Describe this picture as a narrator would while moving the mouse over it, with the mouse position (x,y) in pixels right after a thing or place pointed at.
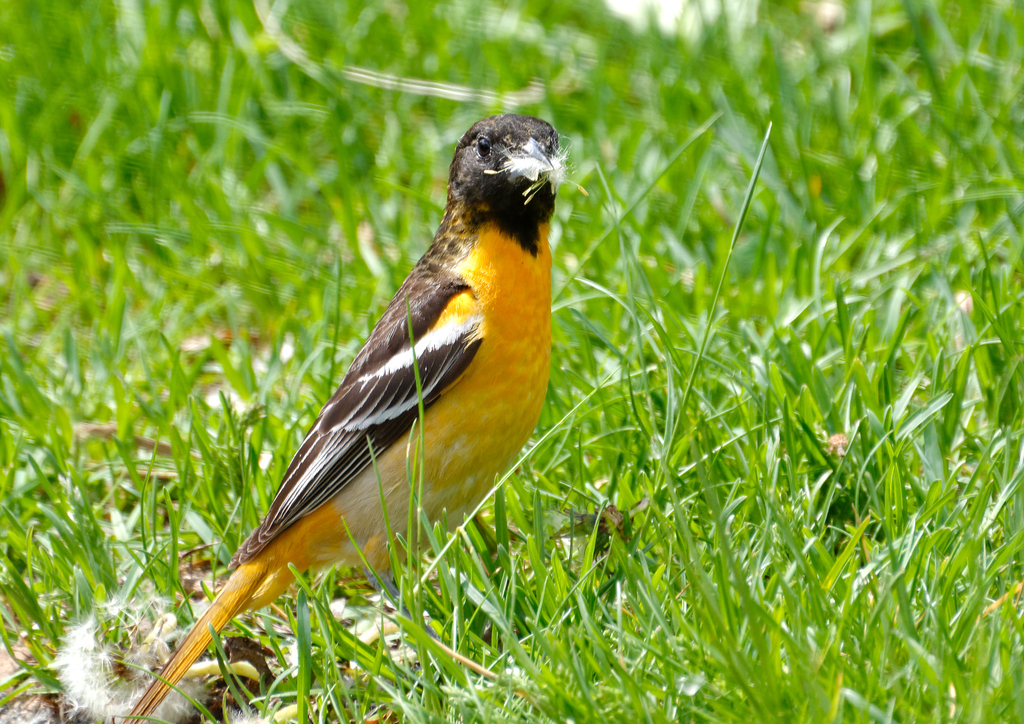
In this image on the ground (438,190) there is a bird (481,239). On the ground (438,190) there are grasses (471,122).
